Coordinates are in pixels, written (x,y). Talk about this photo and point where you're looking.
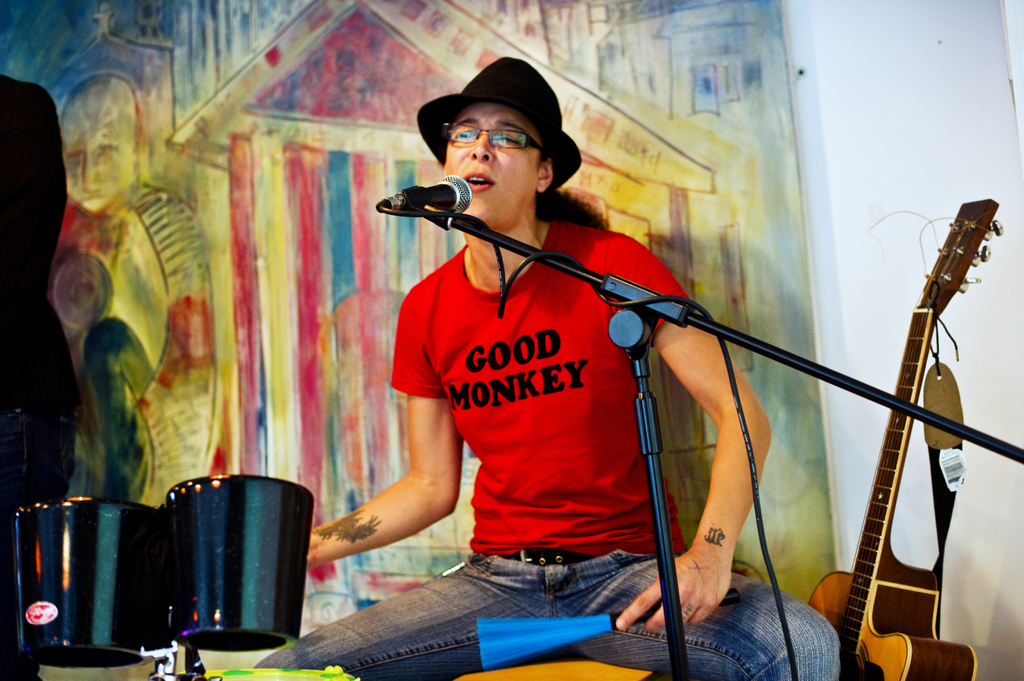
In a picture a woman (526,420) present in the centre (591,447) and she is sitting on a chair (572,660) and wearing red t-shirt (518,498) and jeans (440,626) and singing a song in the microphone (426,196) beside her there is guitar (900,594) and the left corner (2,211) there is one person (67,467) is standing and there are drums (239,530) and behind them there is wall (794,323) painted in colours.
